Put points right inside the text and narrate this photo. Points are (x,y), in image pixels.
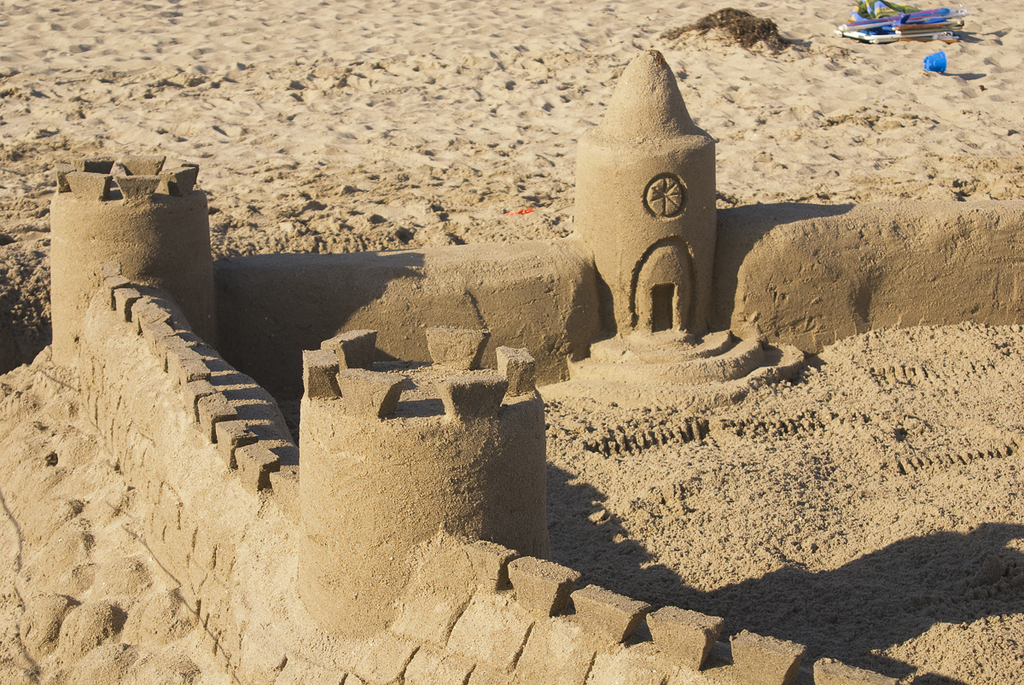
In this image I can see the sand castle (546,297). To the side I can see few objects (915,21) on the sand (357,58).
